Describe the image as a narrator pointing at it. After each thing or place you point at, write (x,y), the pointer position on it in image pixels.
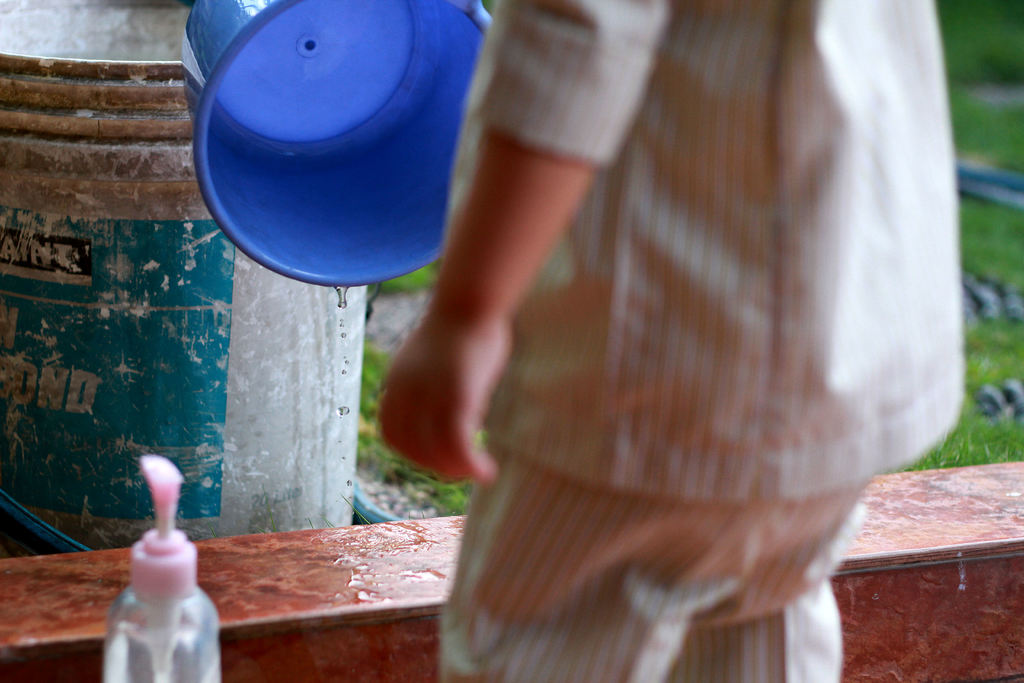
In this image we can see a child (637,424). Also we can see a soap dispenser (187,605). In the back (167,326) there are buckets (272,149). Also there's grass (370,450) on the ground (378,461).
